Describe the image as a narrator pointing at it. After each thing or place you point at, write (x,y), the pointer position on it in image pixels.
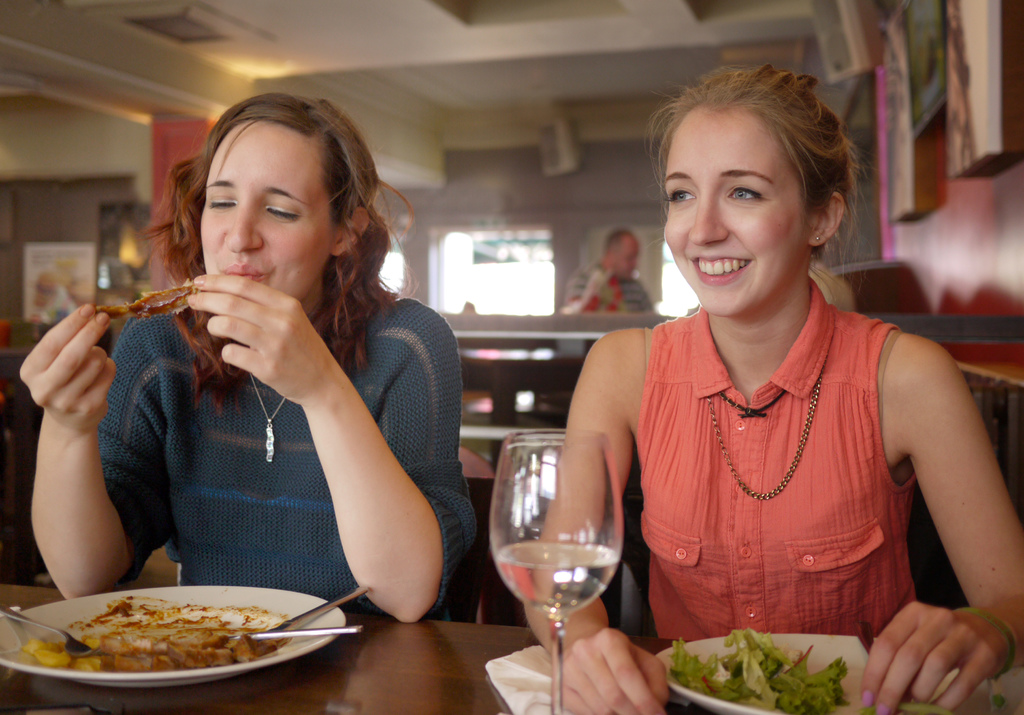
In this picture we can see two women (766,392) are sitting in front of a table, there are plates (686,695), a tissue paper (535,648) and a glass of drink (570,584) placed on the table (349,615), we can see some food (737,671) in these plates (669,666), in the background (40,256) there are some boards (63,248) and another person (624,292), we can see a blurry background (439,157), we can also see a fork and spoons (336,626) on this plate (232,617).
